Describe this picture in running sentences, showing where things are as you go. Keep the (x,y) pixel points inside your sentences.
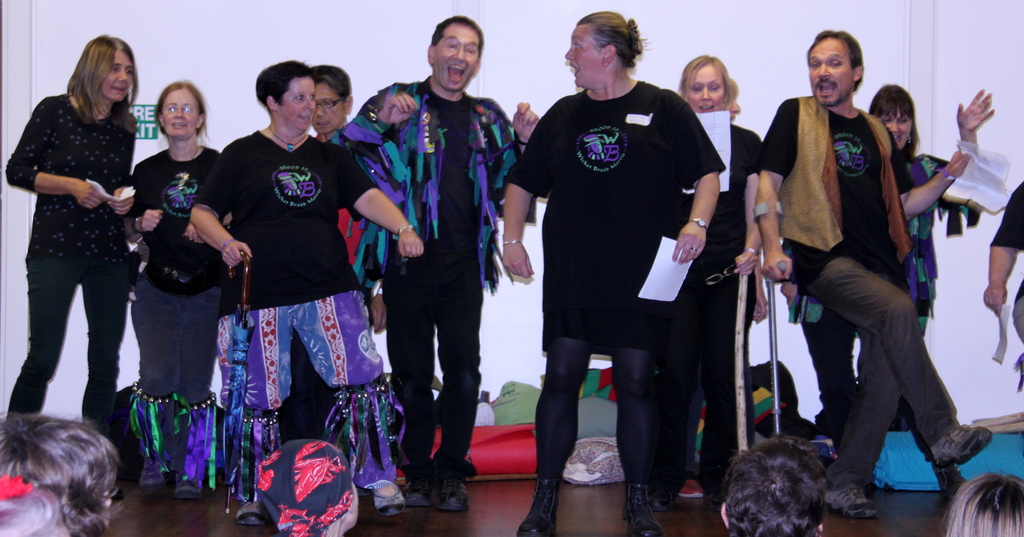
In this picture I can see many person (119,142) who are standing on the stage (590,533). Behind them I can see many bags (520,453). In the top left corner (140,127) I can see the exit sign board (157,136). At the bottom (65,469) I can see some person's head (54,509).
